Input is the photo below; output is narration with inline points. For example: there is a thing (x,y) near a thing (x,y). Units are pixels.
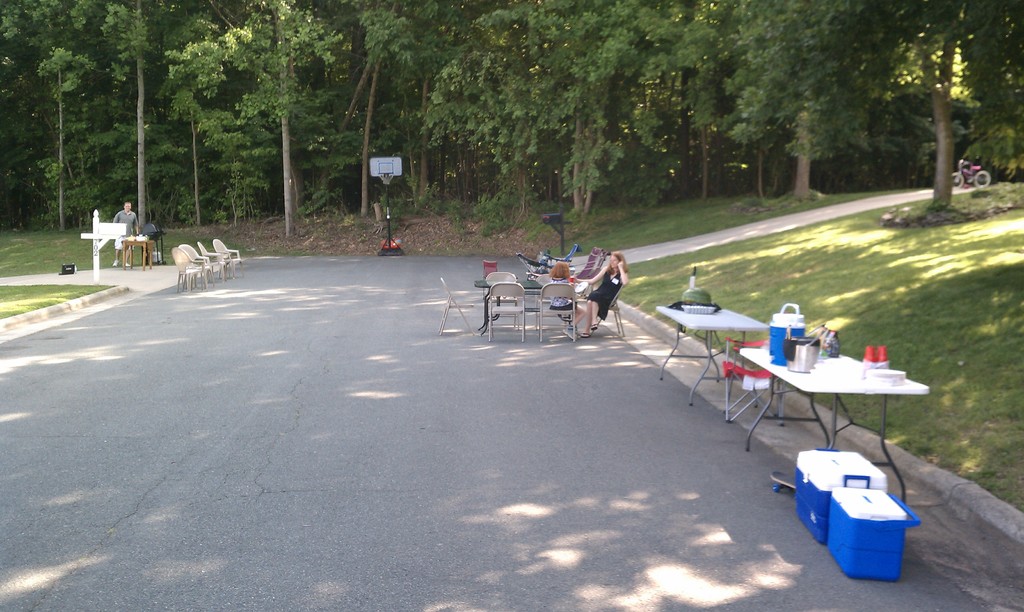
In this image there is a road (316,271) and we can see chairs (217,264) and tables (759,356). There is a person (586,301) sitting. We can see cooler boxes (851,502) and there are things (770,339) placed on the tables (817,372). On the left (118,267) there is a man (124,226) standing. In the background (73,178) there are trees (316,186).
